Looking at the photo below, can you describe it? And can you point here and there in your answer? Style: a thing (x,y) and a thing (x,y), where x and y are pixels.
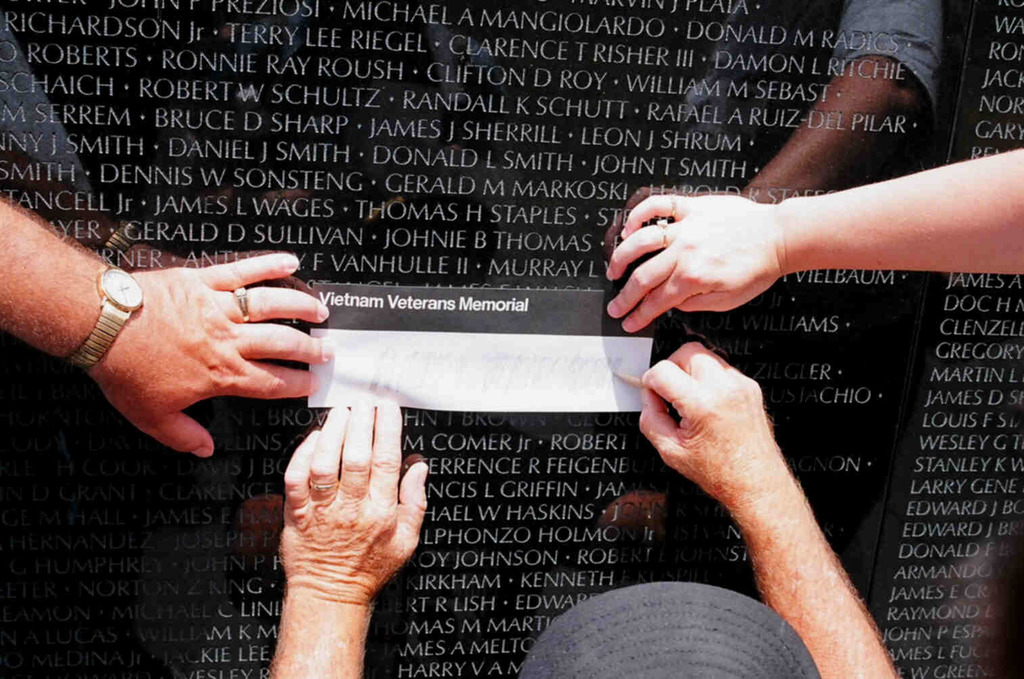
In this picture we can see a memorial (862,334) in the background (605,160), there are four hands (218,359) and a paper (539,381) present on the memorial (840,440).
